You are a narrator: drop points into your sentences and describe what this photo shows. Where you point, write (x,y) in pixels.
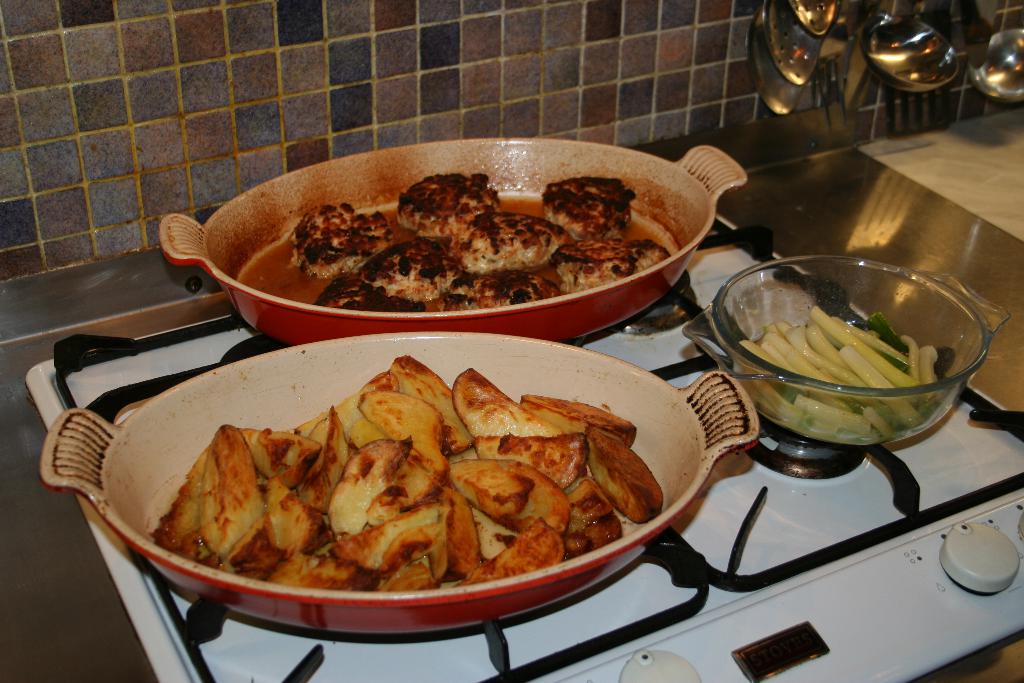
This picture shows food (442,300) in the trays (465,325) and we see some food (853,362) in the bowl (804,289) on the gas stove (694,306) and we see few serving spoons (781,96).
